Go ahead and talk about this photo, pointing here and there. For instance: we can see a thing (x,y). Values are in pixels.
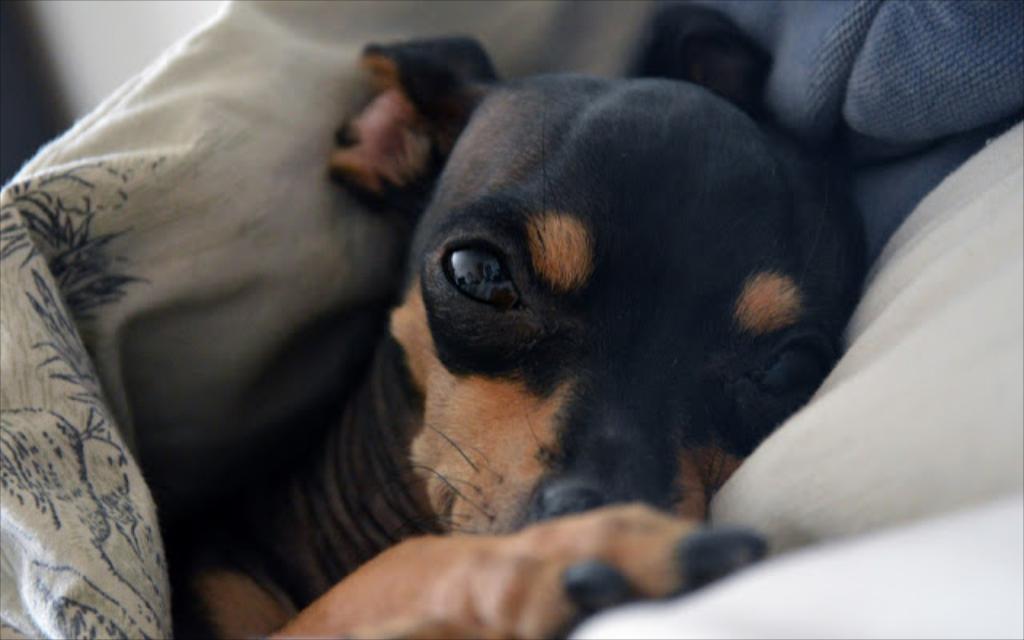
In this image I can see a black and brown colour dog (536,335). I can also see few clothes (145,375).
